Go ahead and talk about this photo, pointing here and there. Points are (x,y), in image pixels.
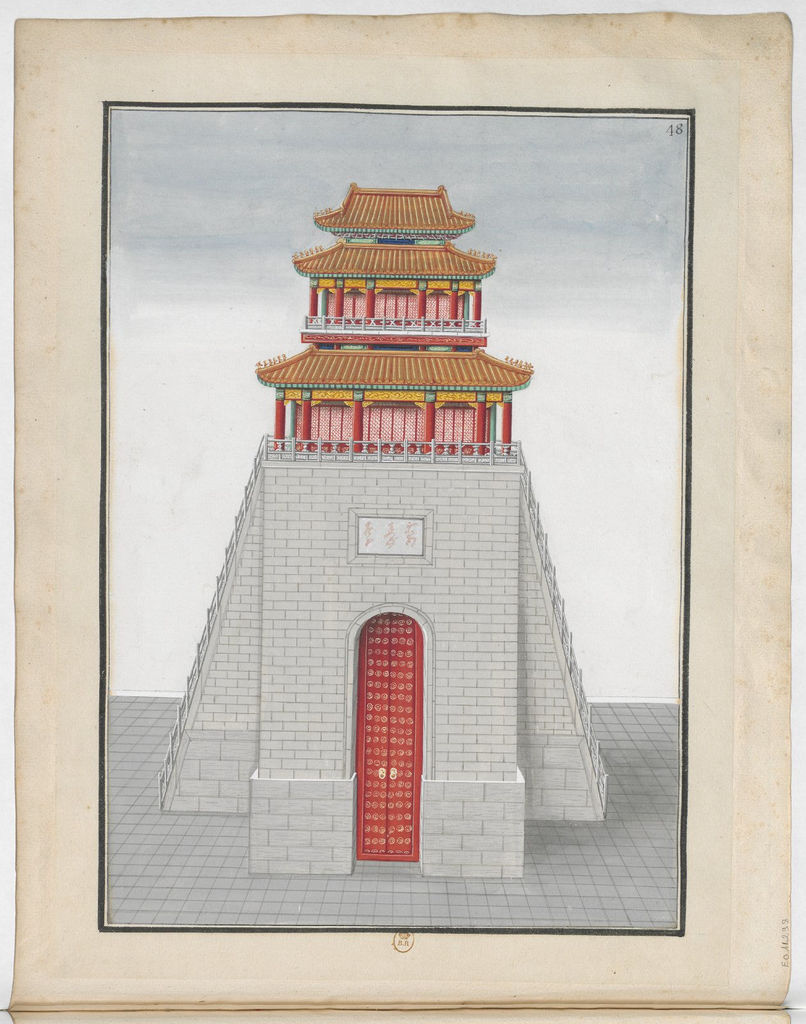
In the image there is a art (467,174) of a chinese temple (345,472) with a big door (420,714), this seems to be a paper (24,221).
